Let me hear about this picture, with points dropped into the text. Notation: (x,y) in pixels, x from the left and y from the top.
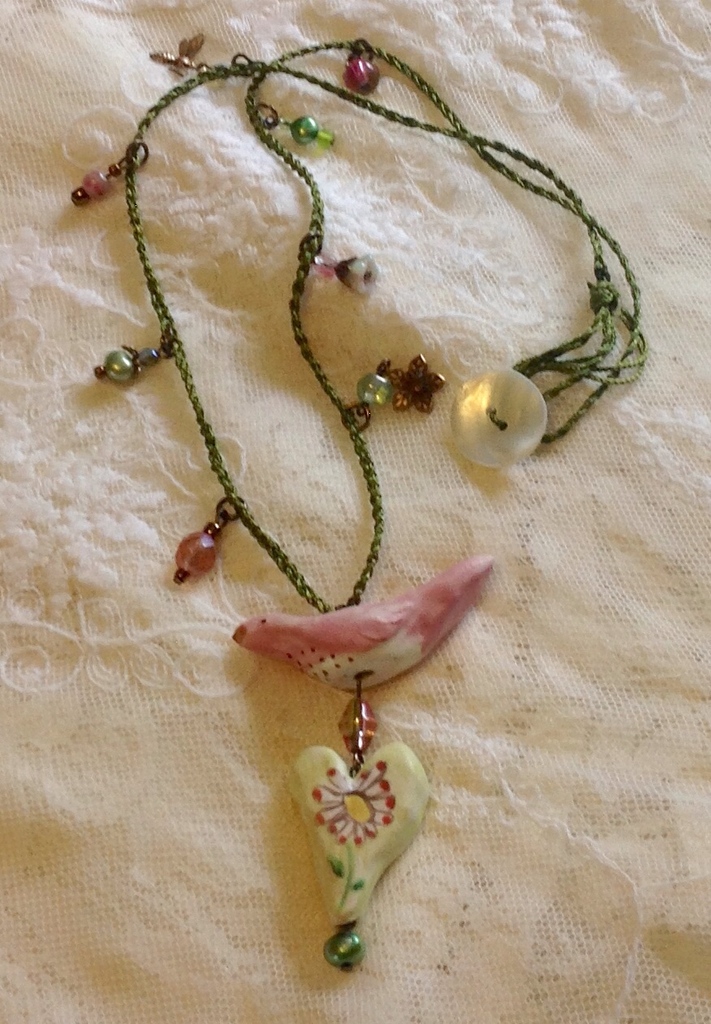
In the center of the image (465,421), we can see a chain (323,260), which contains a pendant (263,615). At the bottom (541,725), there is a cloth (541,621).
